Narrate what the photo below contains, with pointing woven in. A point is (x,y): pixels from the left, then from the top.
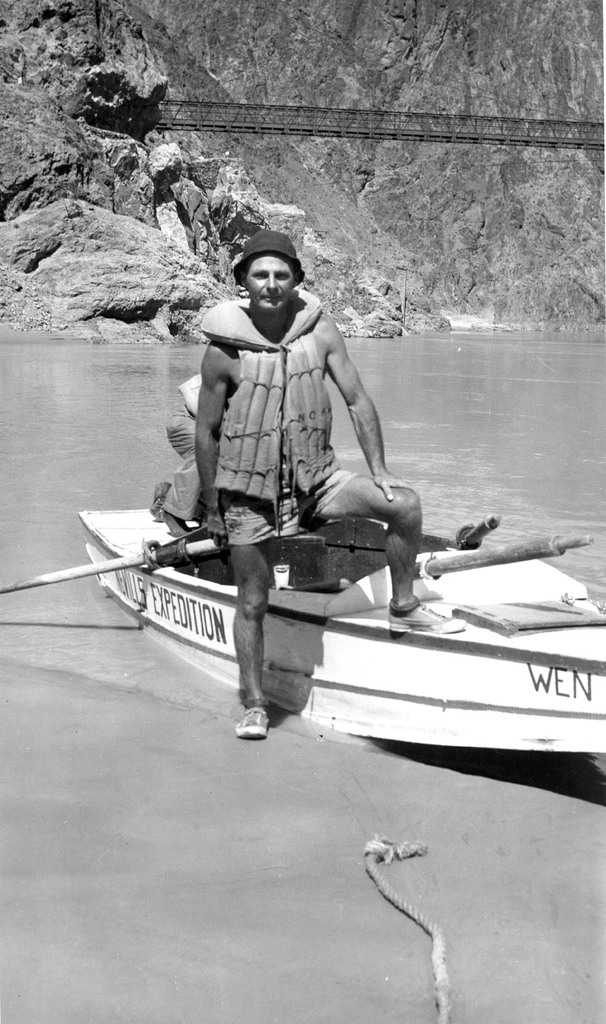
This image consists of a man (300,495) wearing a jacket (264,478) is standing near the boat (454,686). At the bottom (169,727), there is a floor (139,849). In the background (533,374), there is water (536,440). At the top (389,213), there are mountains (312,227) made up of rock (222,150).
